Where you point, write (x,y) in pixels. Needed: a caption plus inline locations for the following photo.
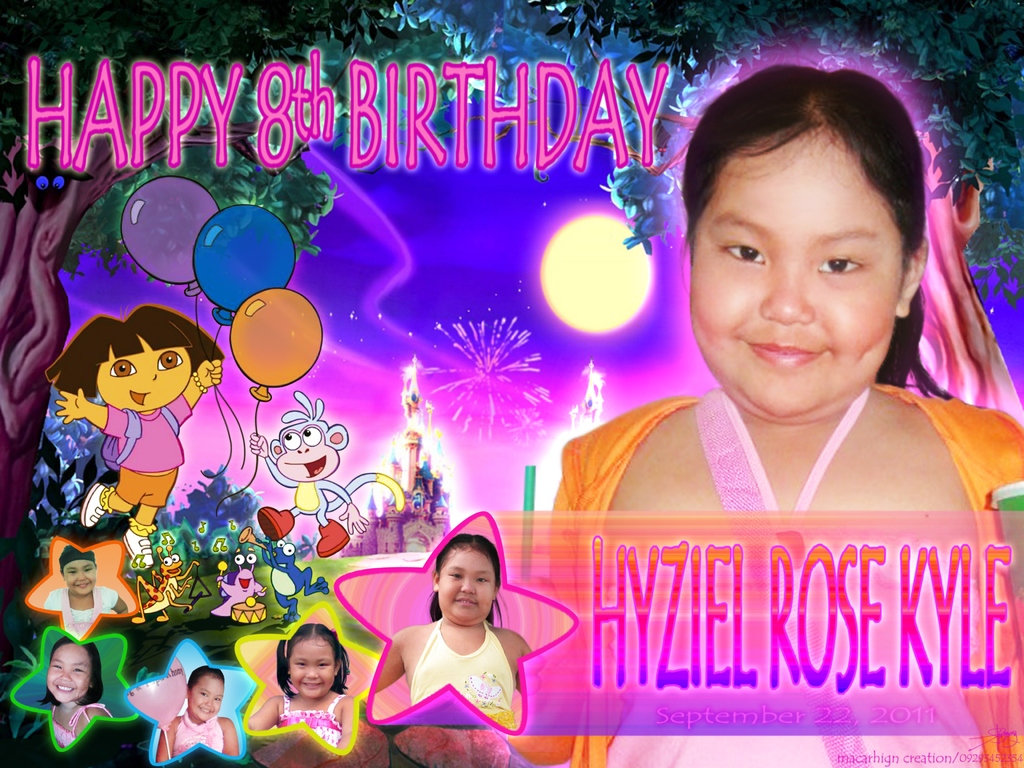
In this image it looks like it is the birthday greeting card (461,172). There is a girl (715,317) on the right side (775,358). On the left side (111,377) there are animation images (302,461). It looks like a birthday poster (653,386).
